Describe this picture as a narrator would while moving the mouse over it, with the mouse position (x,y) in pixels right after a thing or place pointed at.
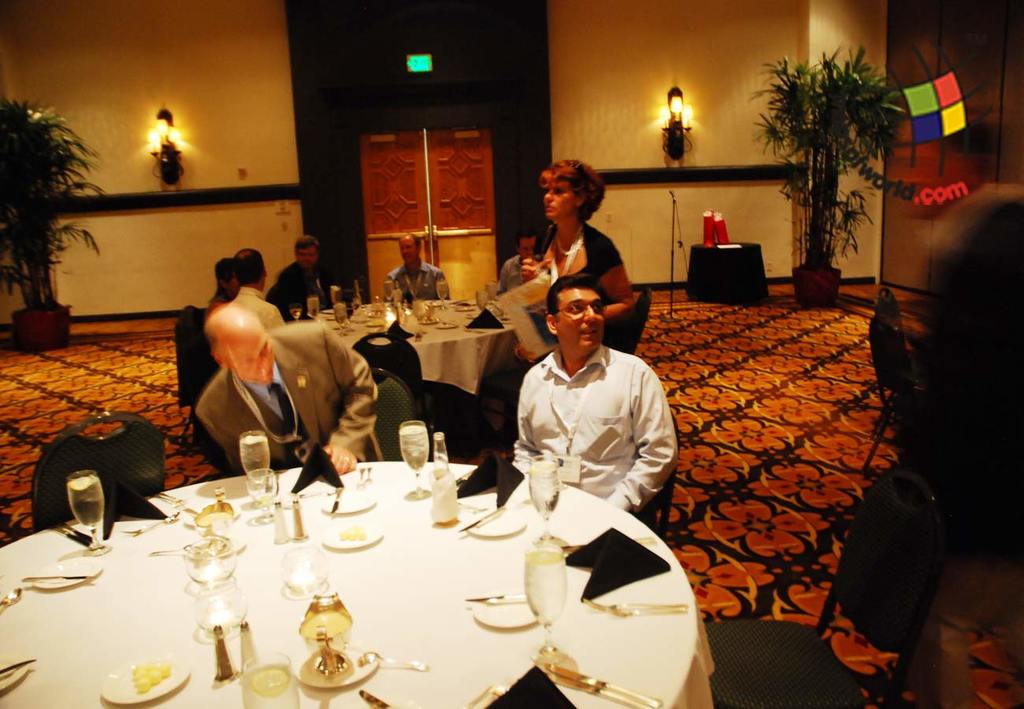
There are two men (264,394) sitting in front of a table (405,566) in the chairs (664,517). This is a dining table (451,537) on which glass (264,479), cloth (311,478), plates (348,508), knives (342,491), forks (371,473) are placed. There is a bottle (436,484) on the table (422,476) here. In the background (295,274) there are some people (305,248) sitting on another table (425,341) same way. There is a one woman (573,189) walking here. There is a carpet (739,368) on the floor (754,401). There are lights (671,133) attached to the background (146,151) and some plants (38,196) here.
